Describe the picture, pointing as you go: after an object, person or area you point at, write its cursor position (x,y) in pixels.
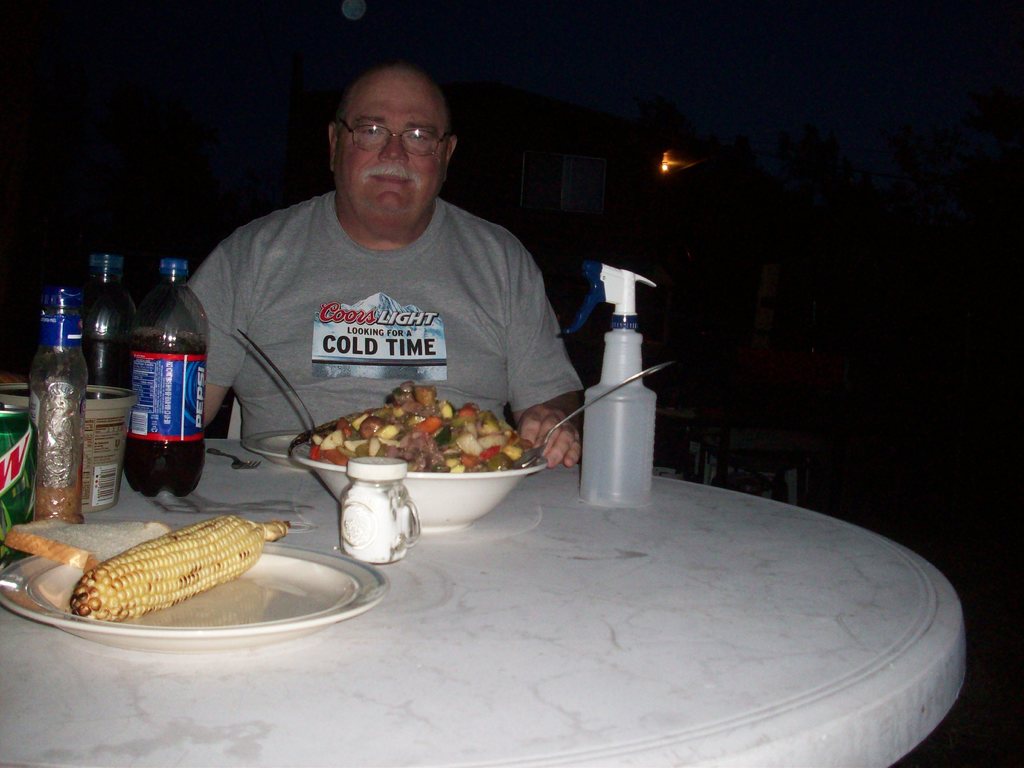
In this image I can see a person (400,319) wearing grey colored dress (453,282) is sitting on a chair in front of a white colored table (607,582). On the table (477,609) I can see few plates (310,594), a bowl (449,488) with food item (439,410) in it, few bottles (642,442) and a corn (154,600) in the plate (208,600). In the background (660,231) I can see a building (559,190), few trees (902,244), the dark sky (626,32) and the moon (356,12).
